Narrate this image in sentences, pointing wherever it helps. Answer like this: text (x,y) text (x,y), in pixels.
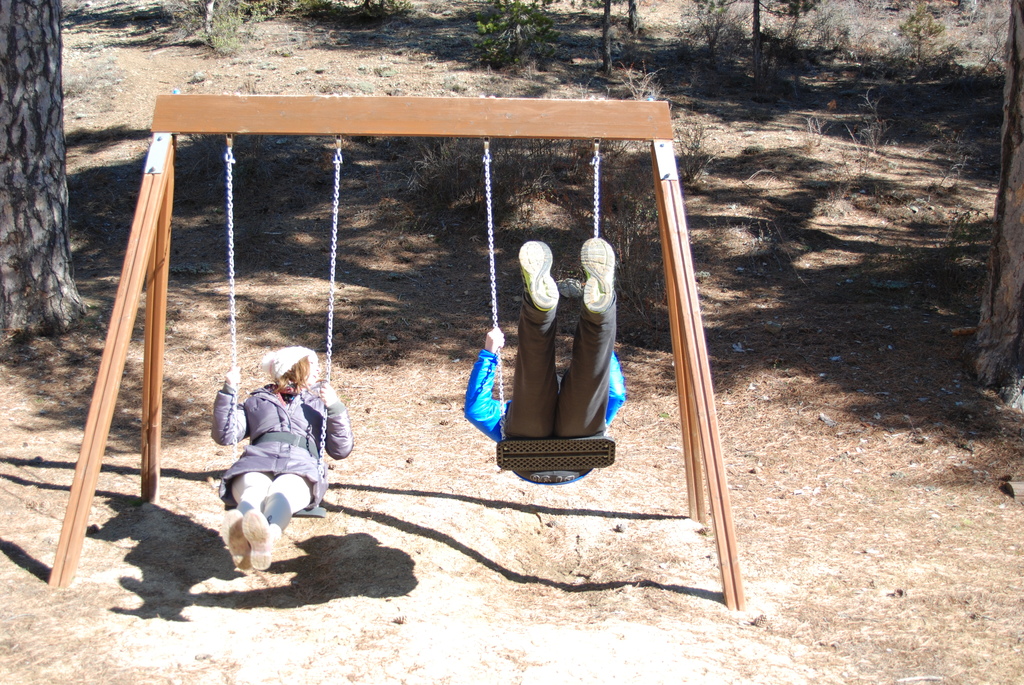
This image consists of two persons (296,484) swinging. On the left (267,441), there is a woman (281,415) wearing a jacket (272,400). On the left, there is a tree (1,89). At the bottom (672,551), there is grass (676,521). In the background (223,49), there are small plants (479,13).
